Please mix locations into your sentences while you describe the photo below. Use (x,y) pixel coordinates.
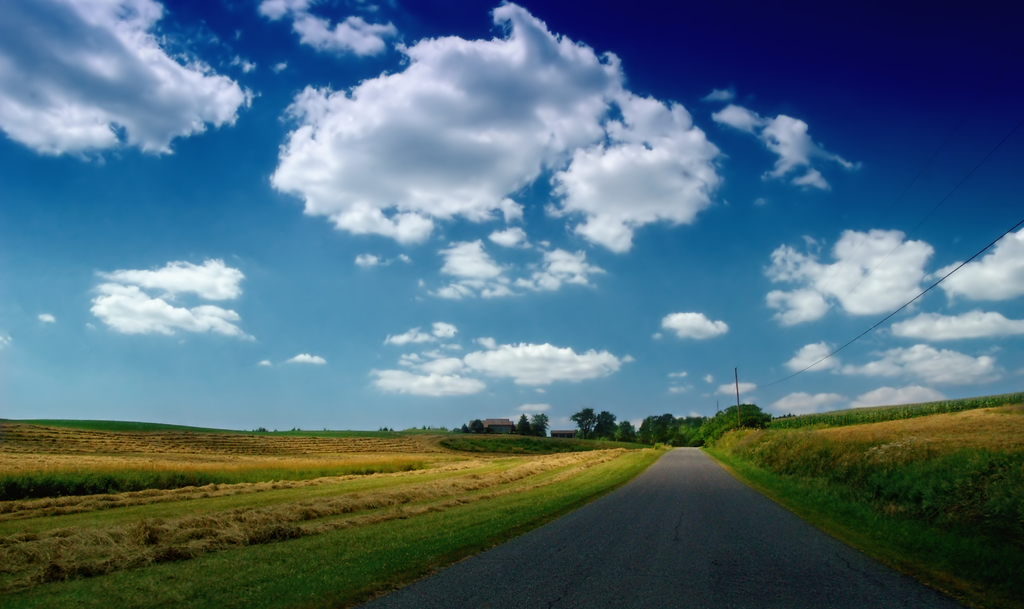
This image is clicked on the road (716,526). At the bottom (667,532), there is road (644,520). To the left (289,525) and right, there is green grass (960,450). In the background (606,415), there are trees (527,427). To the top (526,126), there are clouds (410,107) in the sky (527,293).
